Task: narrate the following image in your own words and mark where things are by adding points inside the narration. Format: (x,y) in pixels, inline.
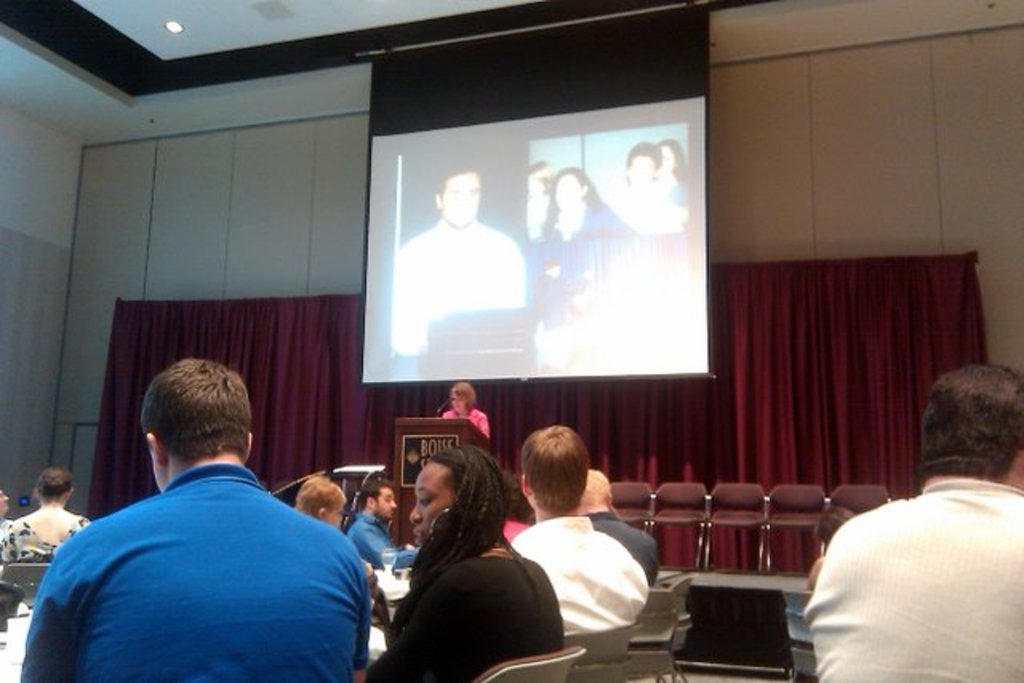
In the image we can see there are many people (346,599) sitting, they are wearing clothes (508,639). There are chairs (647,648), stage (730,578), podium (449,429), microphone (441,415), projected screen (477,257), light (170,24) and curtains (686,401) maroon in color.
